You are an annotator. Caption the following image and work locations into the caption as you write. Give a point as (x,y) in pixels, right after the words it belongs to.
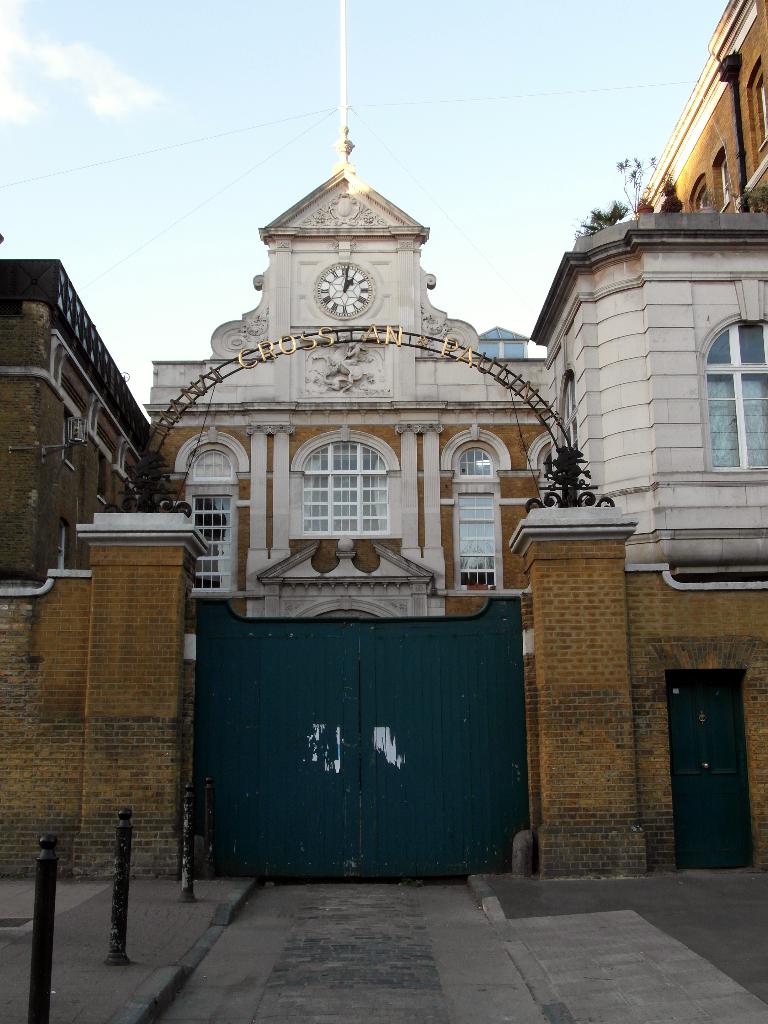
This is an outside view. In the middle of this image (365,442) there are few buildings (468,404). In front of these buildings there is a gate (261,736) to the wall (93,776). At the bottom (183,852) there are few poles (40,952) on the ground (153,924). At the top of the image (175,191) I can see the sky (99,322).
